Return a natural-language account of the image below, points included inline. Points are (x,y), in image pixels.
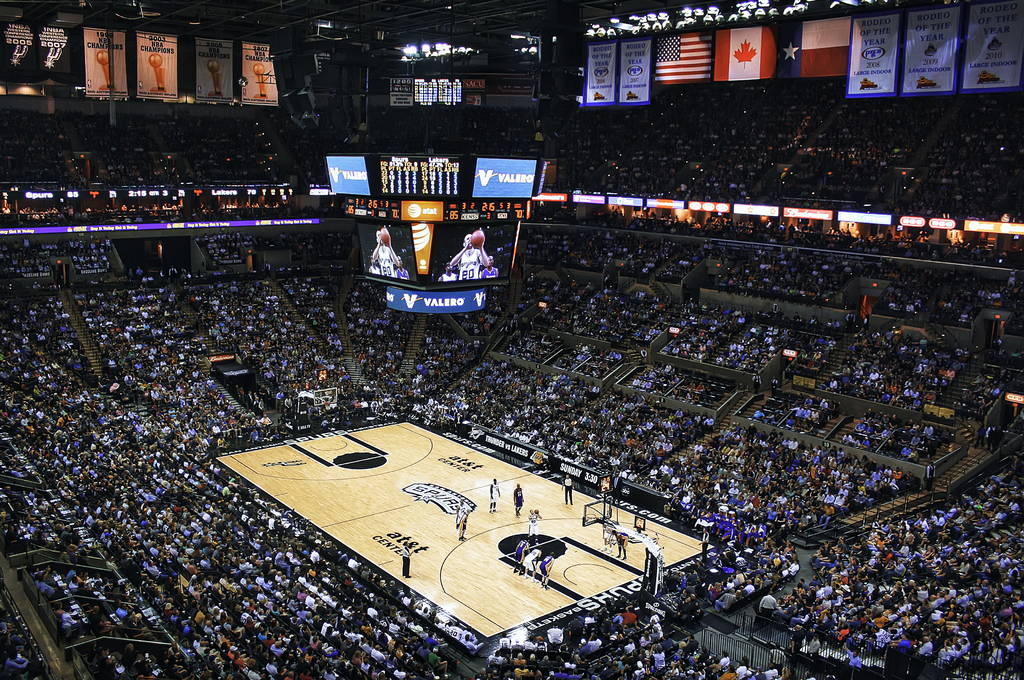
This is the picture of a stadium (519,264). In this image there are group of people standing in the court (473,623). There are group of people (961,275) sitting on the chairs (56,412). At the top (814,33) there are lights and there are banners (995,80) and there are screens (382,274) and on the screens (481,227) there is a person (395,254) standing and holding the ball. At the bottom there are staircases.
